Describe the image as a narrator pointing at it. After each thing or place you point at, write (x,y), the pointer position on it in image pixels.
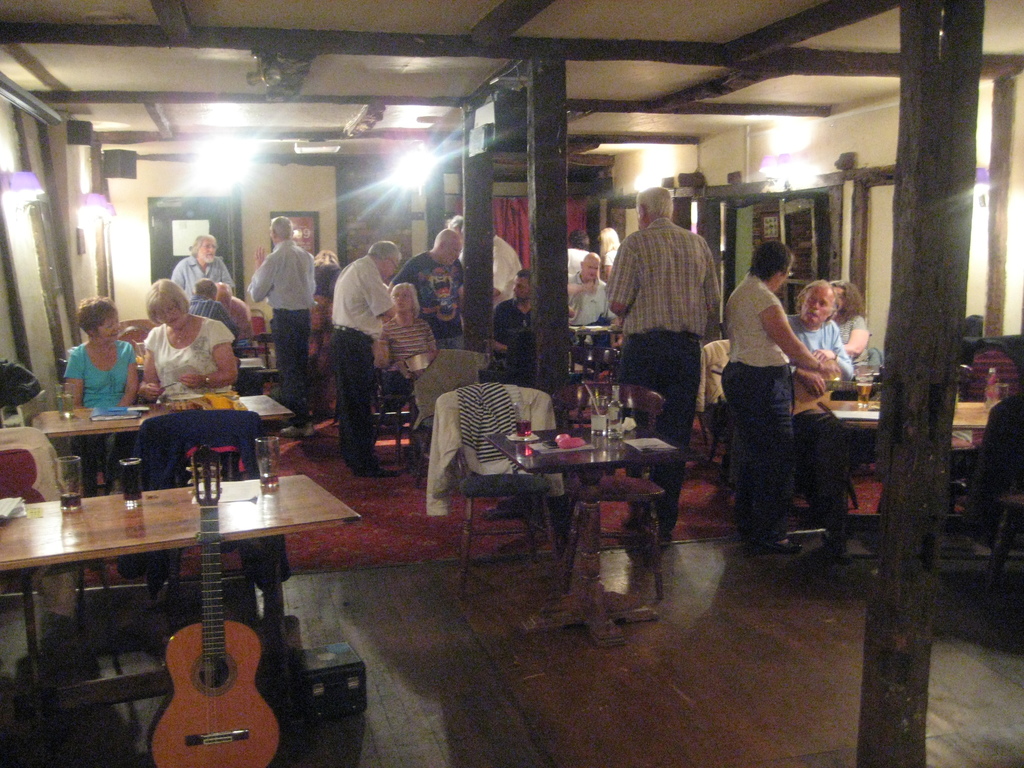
In this image we can see men (831,347) and women (740,360) are standing and sitting. In front of them tables (509,446) are there. On the table (172,408) glasses (65,407) and papers (119,415) are there. At the left bottom of the image (185,645), one guitar (261,713) is present. Behind the guitar (216,691), one black color box (306,668) is there. In the middle of the image (528,483), one chair (502,489) is there. We can see wooden pillars (925,262) are attached to the roof (606,65).
